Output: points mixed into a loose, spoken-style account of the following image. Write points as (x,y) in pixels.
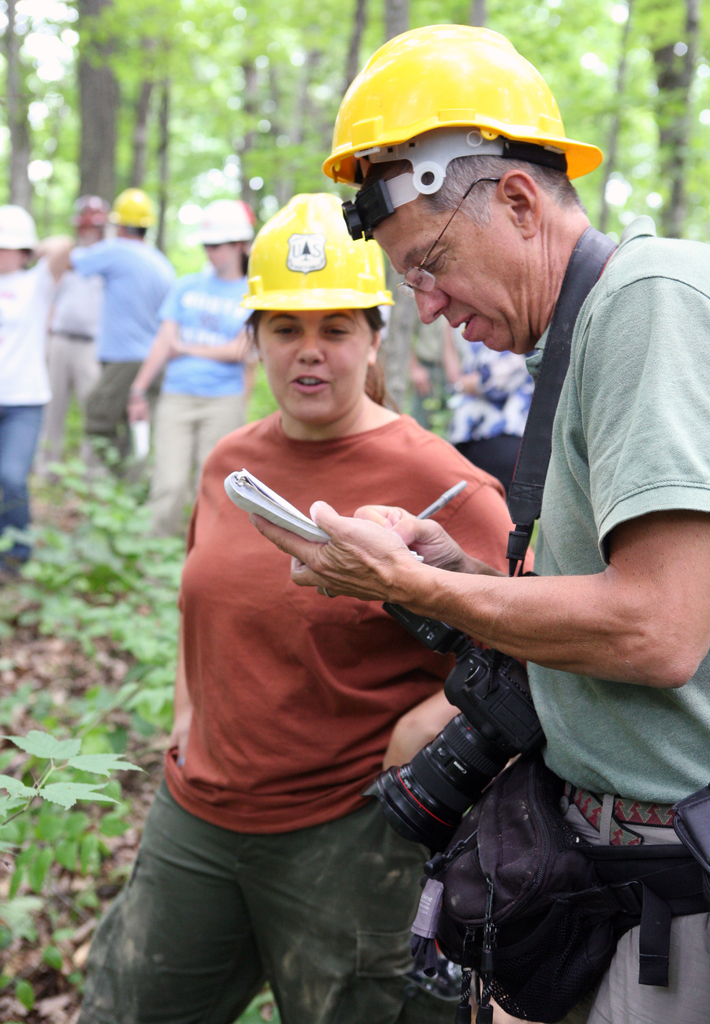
In this picture I can see in the middle (287,681) a woman (319,607) is there, on the right side (589,538) there is a man (570,500), he is wearing a camera (516,700) and writing on a book (299,513). In the background (110,317) there are people (103,308), they are wearing helmets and there are trees (358,62). On the left side (98,735) there are plants (44,746).
